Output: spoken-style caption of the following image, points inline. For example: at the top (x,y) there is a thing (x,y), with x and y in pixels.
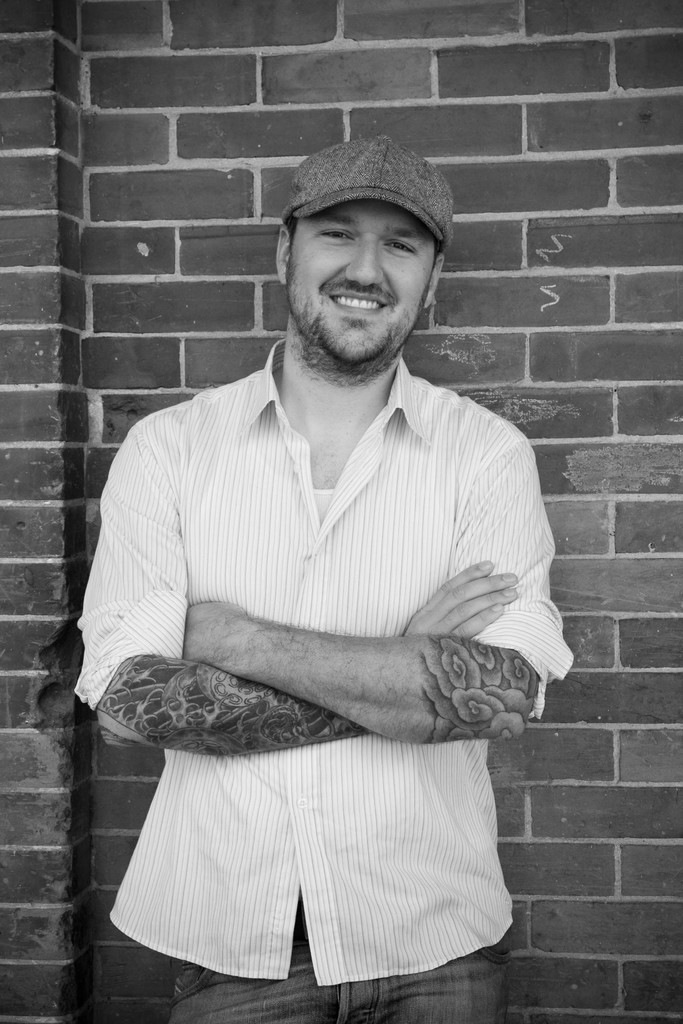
In the center of the image (389,555) we can see a man (367,478) standing and smiling. In the background (492,306) there is a wall (86,406).
